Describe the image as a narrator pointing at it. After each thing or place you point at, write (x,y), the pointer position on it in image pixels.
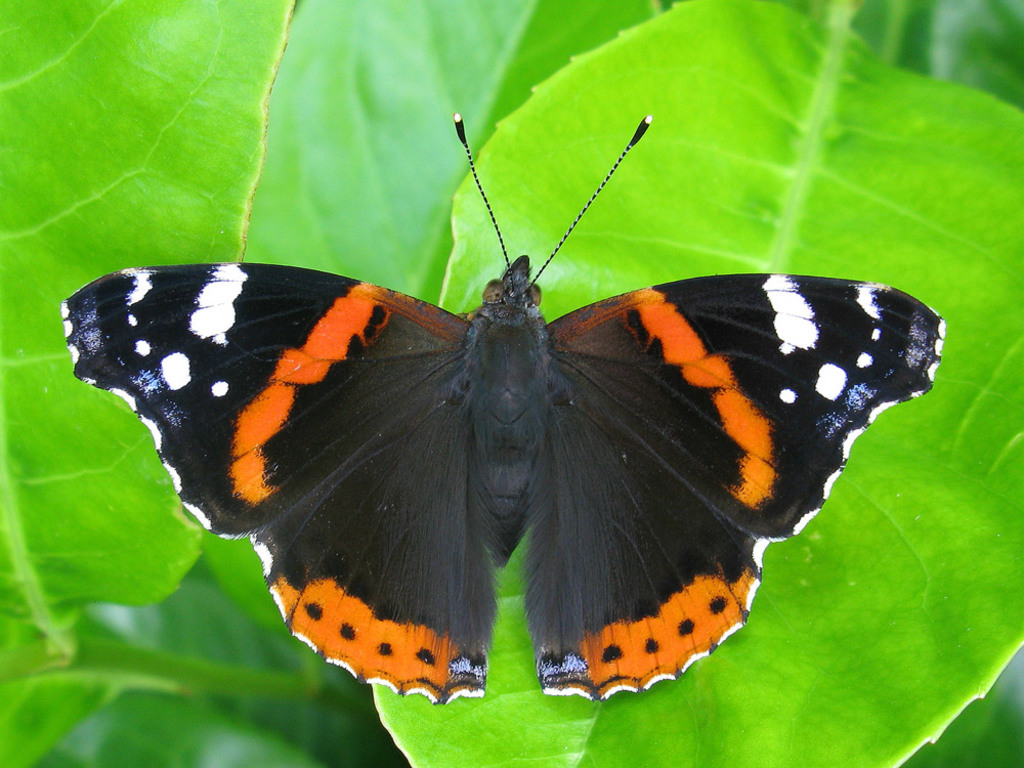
In this image I can see a butterfly (521,456) on a leaf (910,490).
